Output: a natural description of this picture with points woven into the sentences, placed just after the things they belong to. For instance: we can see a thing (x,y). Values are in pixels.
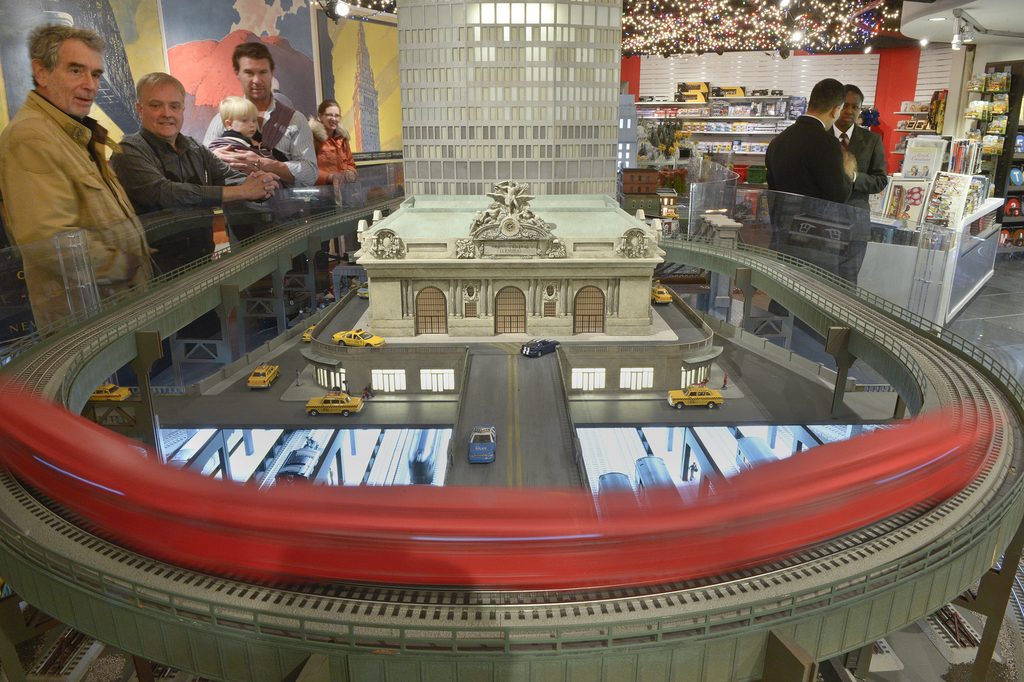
Here people (165,152) are standing, this is building (616,243), there are vehicles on the road (583,412).
